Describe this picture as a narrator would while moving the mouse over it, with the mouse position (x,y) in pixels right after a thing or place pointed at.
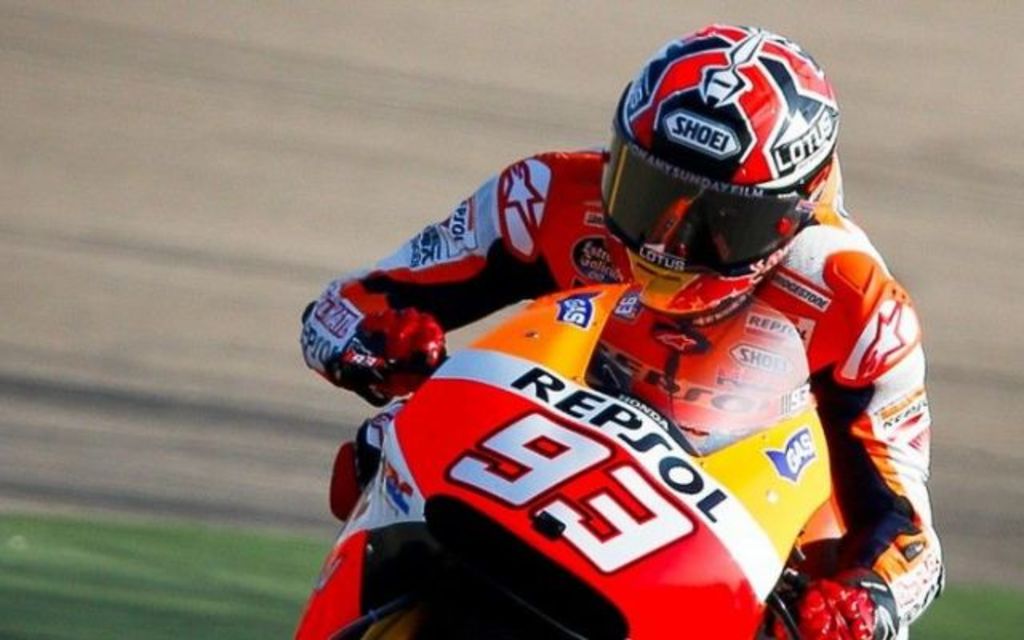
In this image a person (687,170) is sitting on the bike (679,424). He is wearing helmet (705,249) and gloves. He is riding on the road (214,353). Beside him there is grassland (155,566).
